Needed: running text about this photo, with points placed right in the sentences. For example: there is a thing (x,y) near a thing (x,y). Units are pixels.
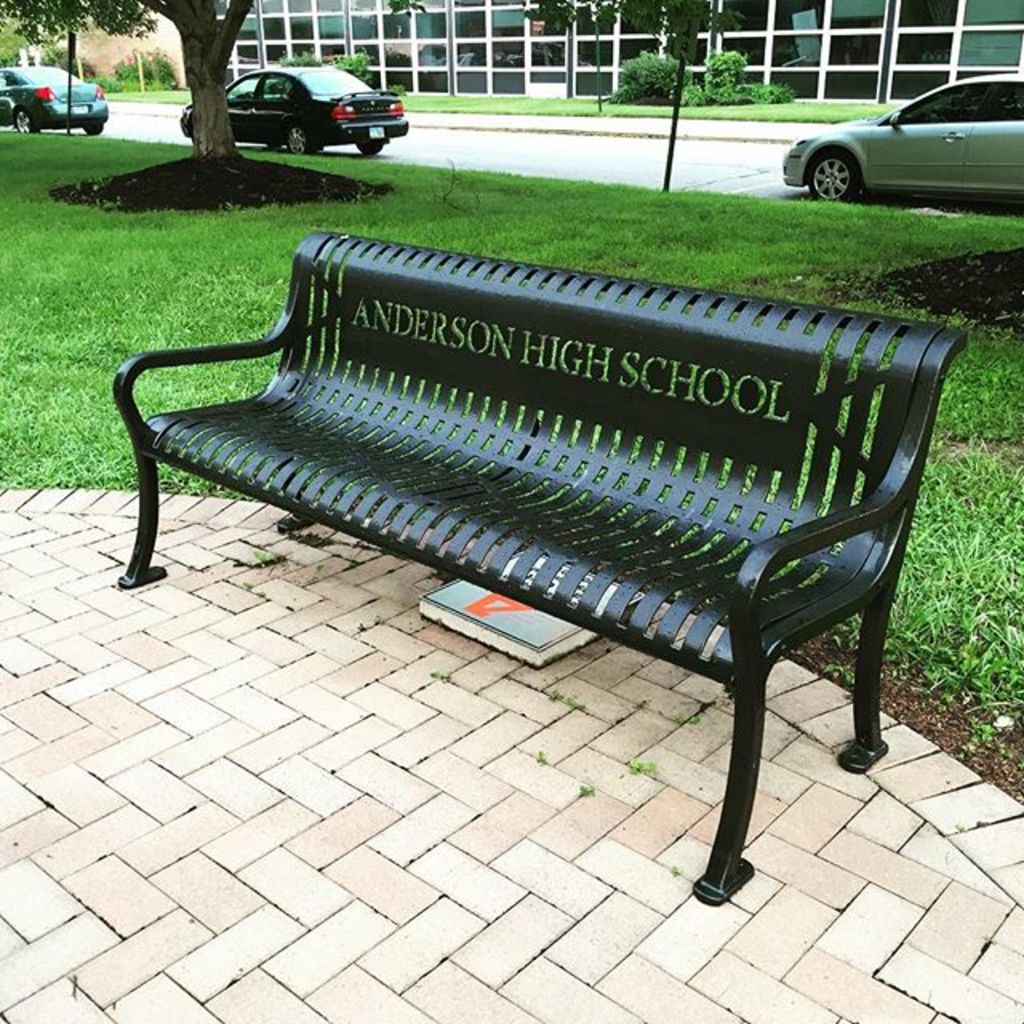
In the center of the image (429,370) we can see a bench (330,413) and there is grass (41,333). In the background (675,3) there are trees (176,7) and cars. There is a building (800,24).
